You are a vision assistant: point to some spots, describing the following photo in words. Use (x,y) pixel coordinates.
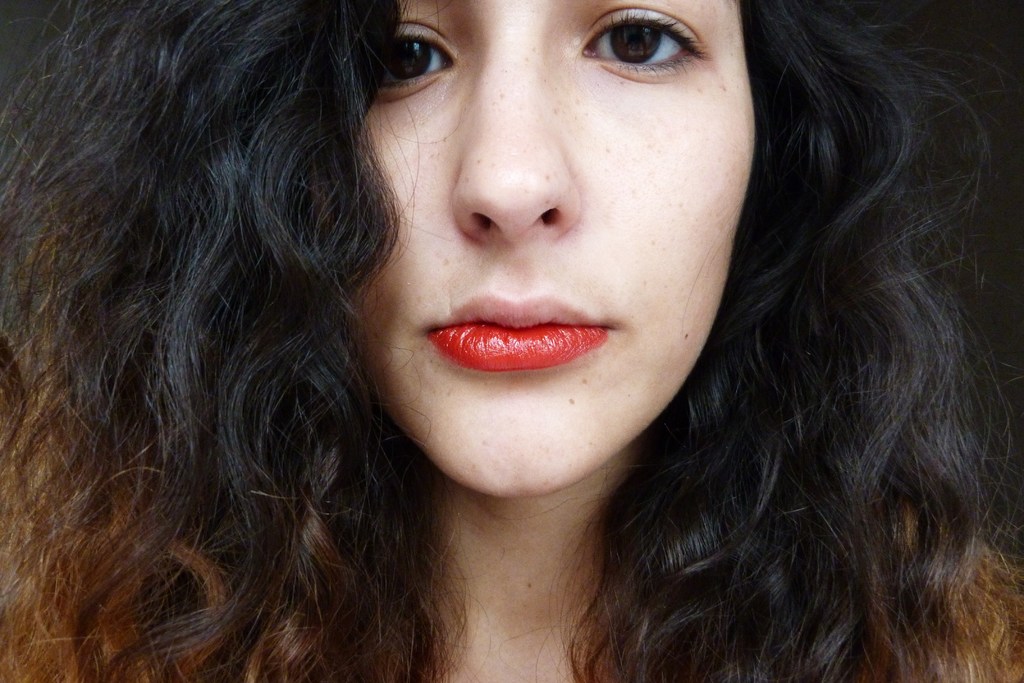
In this image I can see a woman (661,374) is looking at this side, she wore red color lipstick (501,350).
